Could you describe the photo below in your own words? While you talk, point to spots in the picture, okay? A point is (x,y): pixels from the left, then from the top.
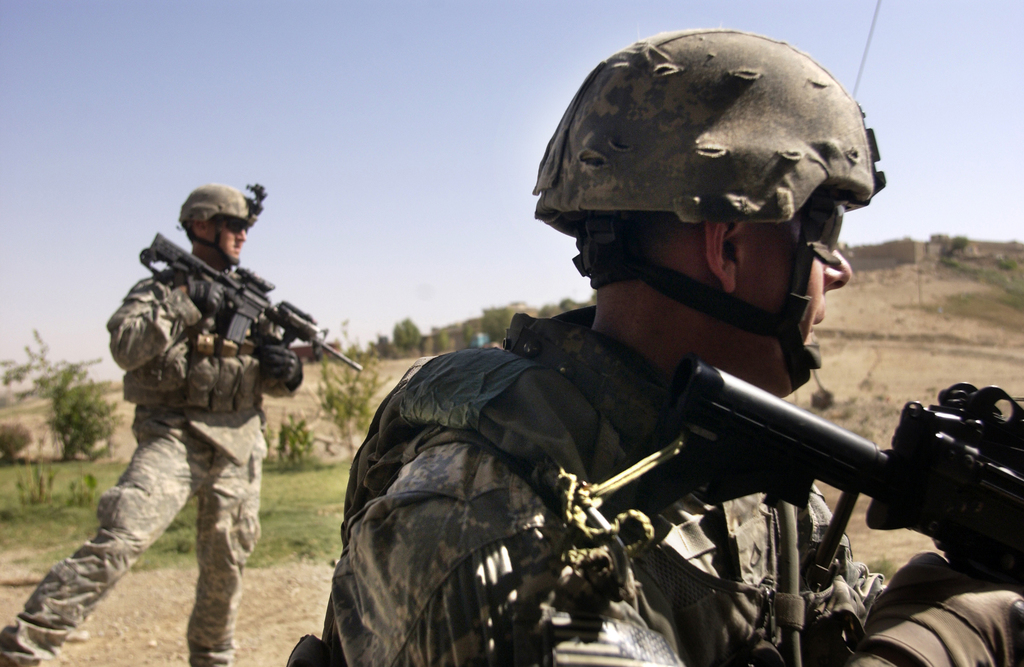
In this image I can see two people (506,366) with military uniforms (194,368) and these people (498,427) are holding the weapons (801,425). In the background (91,446) I can see few plants (338,398), trees (83,435) and the sky (389,125).
